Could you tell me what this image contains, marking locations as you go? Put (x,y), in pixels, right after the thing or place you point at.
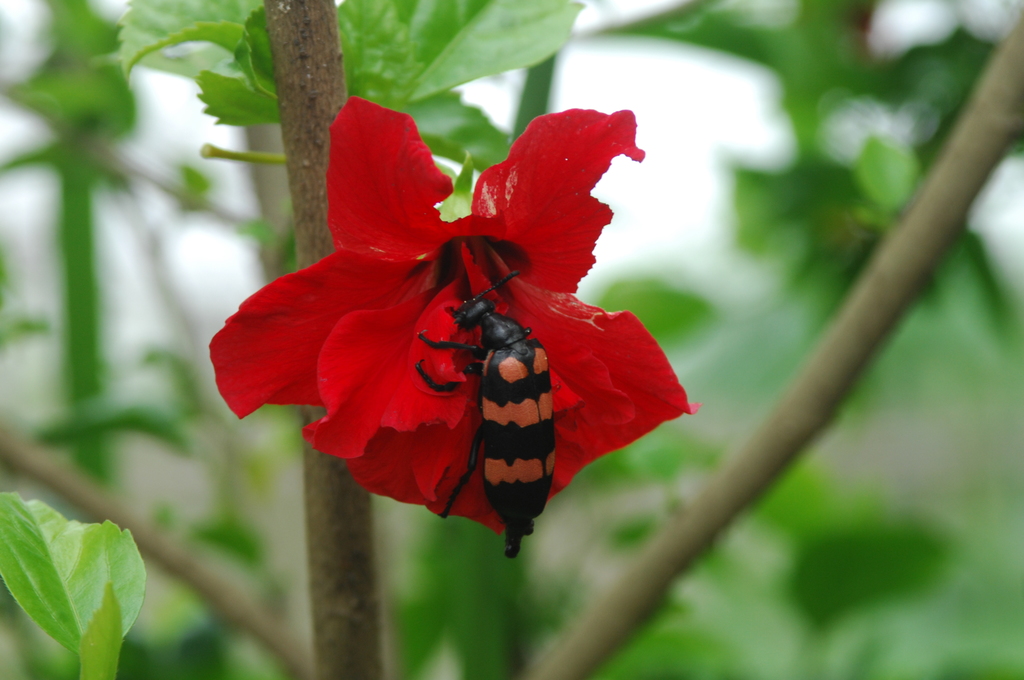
In this image there is an insect (487,334) on the red color hibiscus flower (545,298), and there is blur background (934,587).
